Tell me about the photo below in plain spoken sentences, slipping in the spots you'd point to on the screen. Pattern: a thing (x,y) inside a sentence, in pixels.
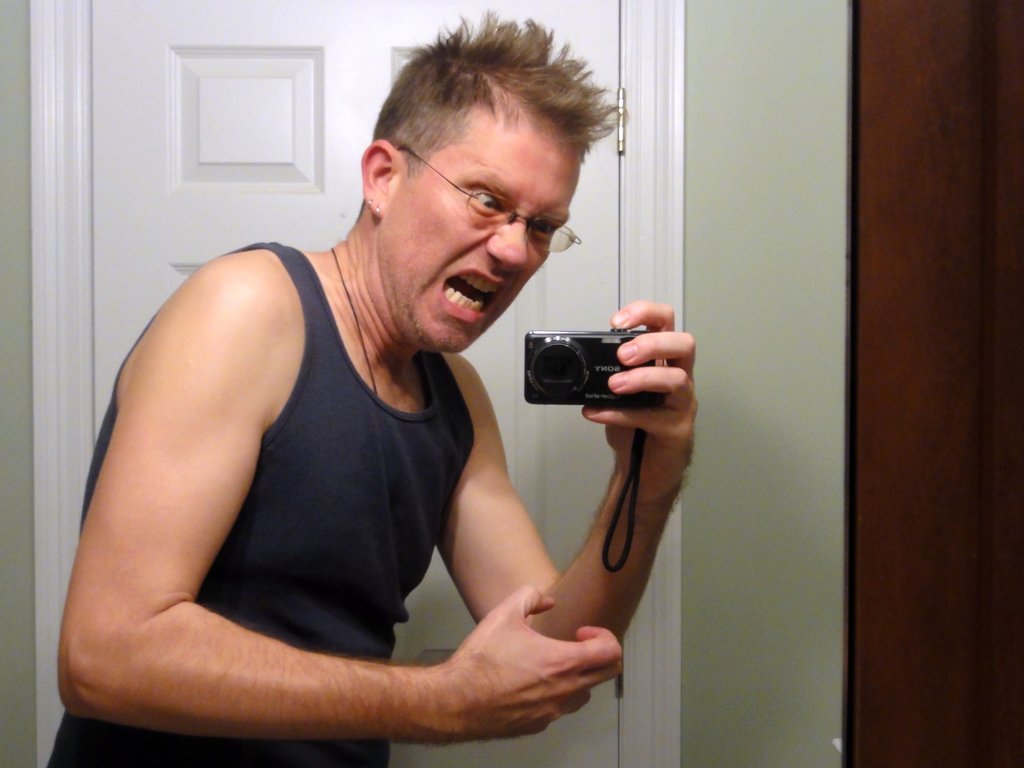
There is a man (380,497) wearing spectacles (504,212) and holding camera (608,402) with his hand (624,420). At background (221,191) I can see a door (237,144) which is white in color.
